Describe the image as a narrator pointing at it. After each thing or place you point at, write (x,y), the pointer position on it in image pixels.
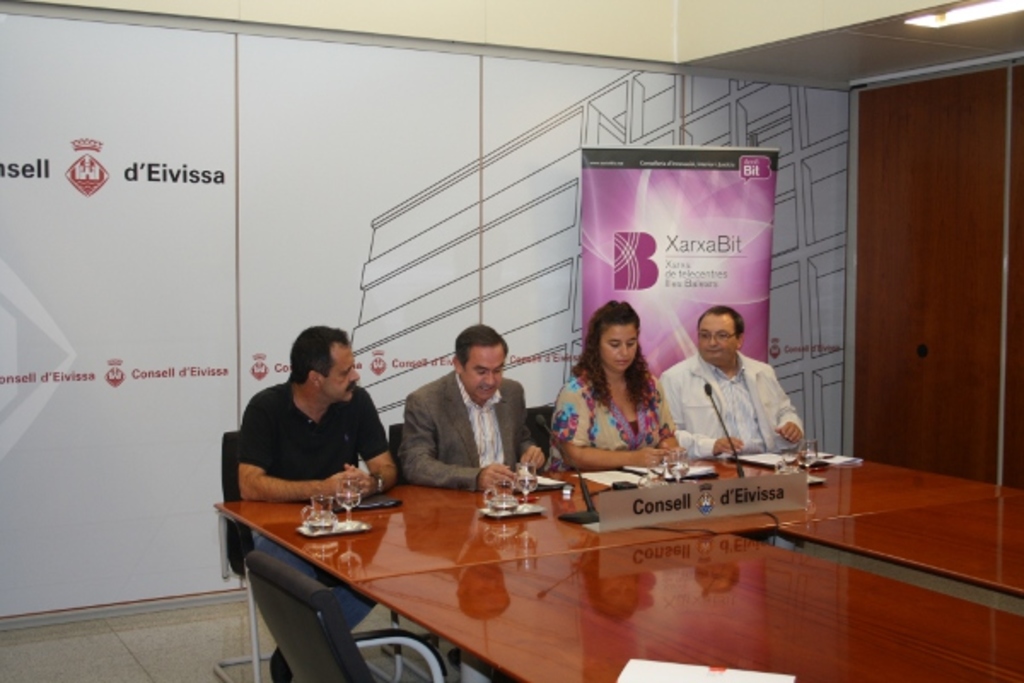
In this image I can see few people (784,439) are sitting on chairs (242,556). On this table (857,474) I can see few glasses (529,492), papers (650,466) and two mics (584,479).
